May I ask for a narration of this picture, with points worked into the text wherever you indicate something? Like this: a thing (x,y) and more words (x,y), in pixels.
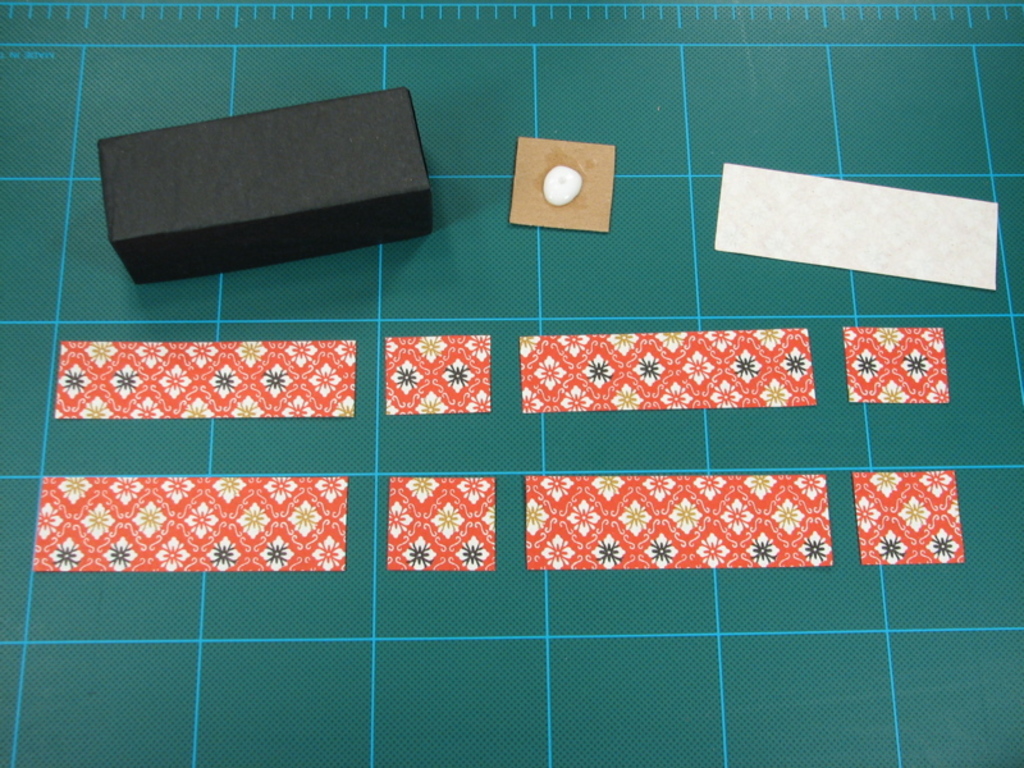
In this image there is a black color box (337,181), cardboard (535,217) and few decorative papers (743,364) are on the mat (560,587) having some measuring lines (1016,46) on it.
